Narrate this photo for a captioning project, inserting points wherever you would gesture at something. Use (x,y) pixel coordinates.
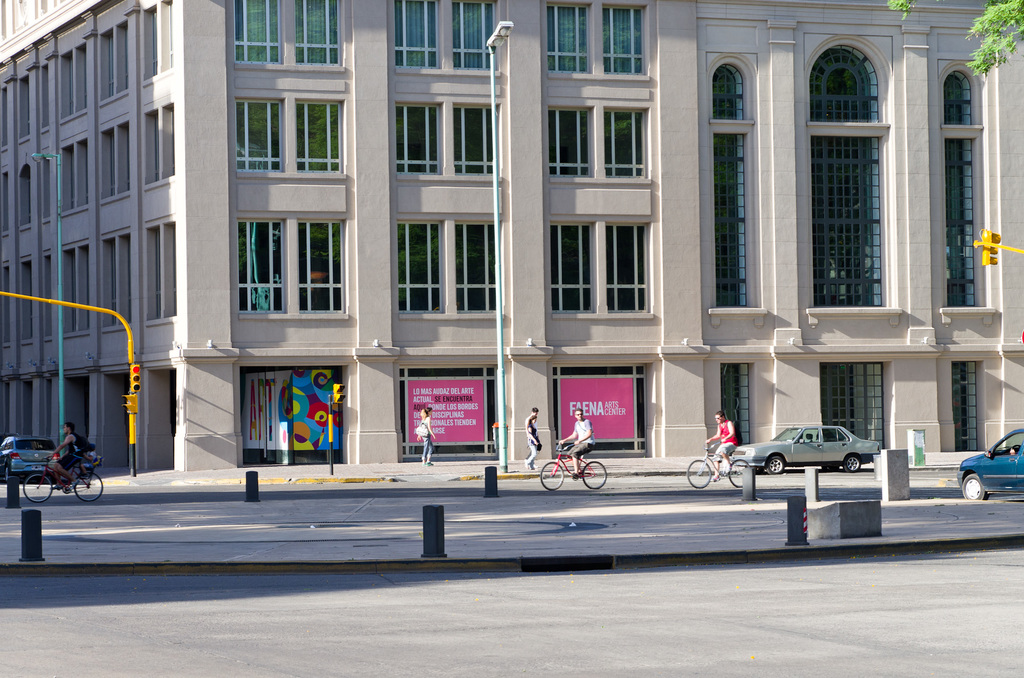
In this image there are few buildings (555,206), few people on the road (848,488), few cars (1001,464), few people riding bicycles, a traffic signal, a tree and some posters (461,385) attached to one of the walls (537,387) of the buildings (647,360).
